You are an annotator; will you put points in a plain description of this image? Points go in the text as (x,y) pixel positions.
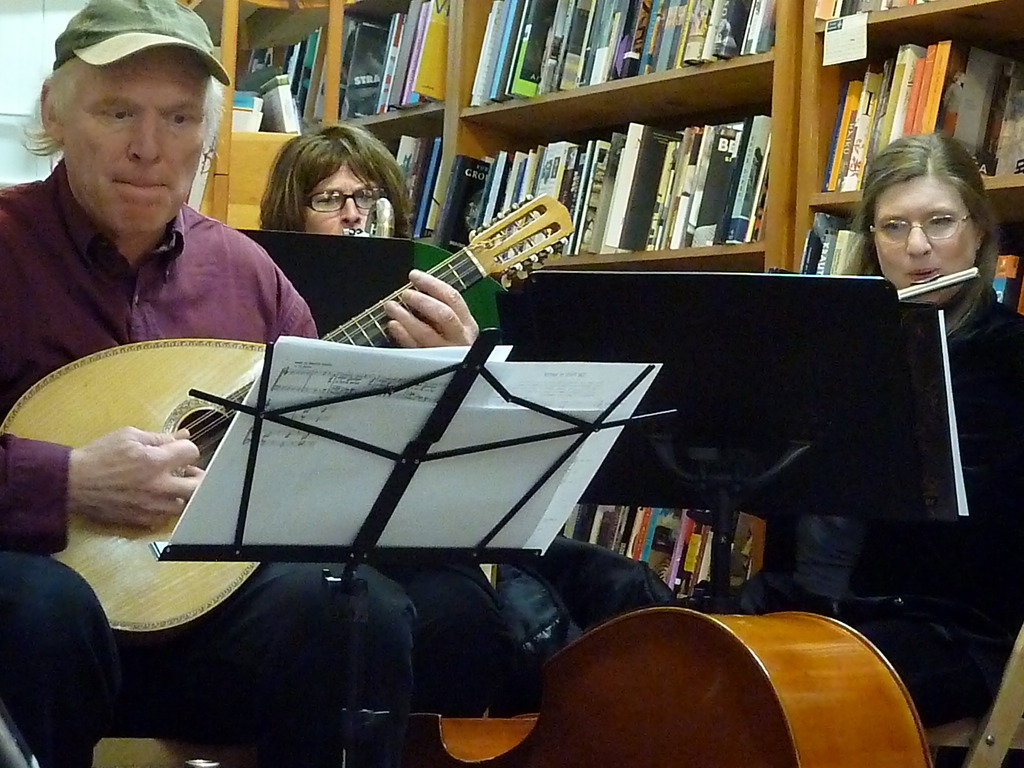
In the image we can see there are people (452,690) who are sitting on chair (1000,711) and they are holding musical instruments (504,255) in their hand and on the stand (408,458) there are papers (410,391) and book (452,380) kept and behind there is a shelf (796,68) in which books (627,157) are kept.
